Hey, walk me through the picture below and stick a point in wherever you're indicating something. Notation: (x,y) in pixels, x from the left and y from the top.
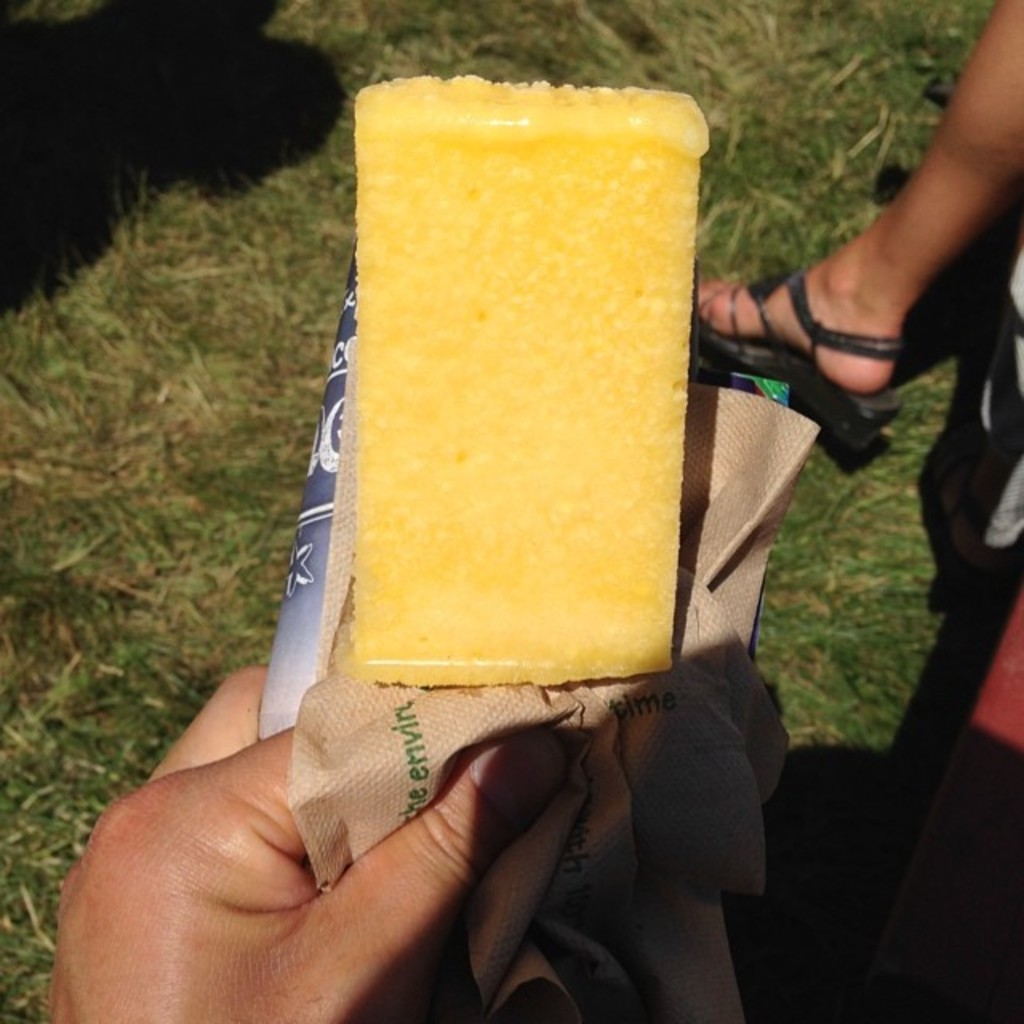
In the middle of the image (466,635) we can see a person hand (242,831) and the person (239,829) holding few things (334,641), on the right side of the image (840,301) we can see human leg (837,259), also we can find grass (218,320).
